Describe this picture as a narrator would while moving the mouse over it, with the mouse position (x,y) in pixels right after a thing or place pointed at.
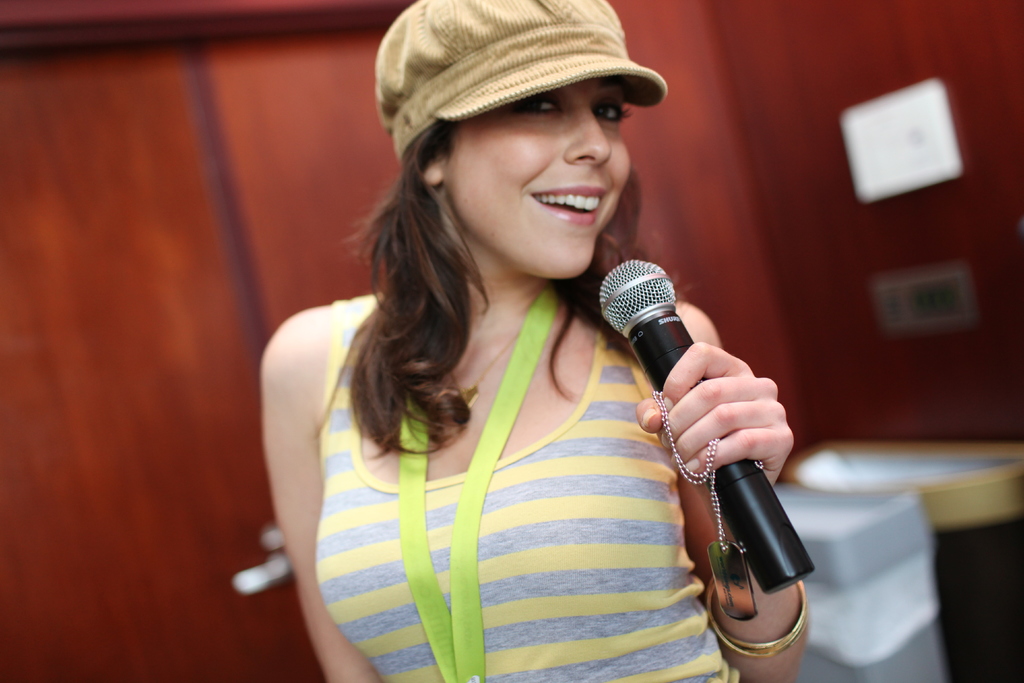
In this picture we can see a woman (385,101) is standing, and holding a microphone (638,287) in her hand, and she is smiling, and she is wearing an id card (403,532), and at the back (246,310) there is the wall (193,286).
